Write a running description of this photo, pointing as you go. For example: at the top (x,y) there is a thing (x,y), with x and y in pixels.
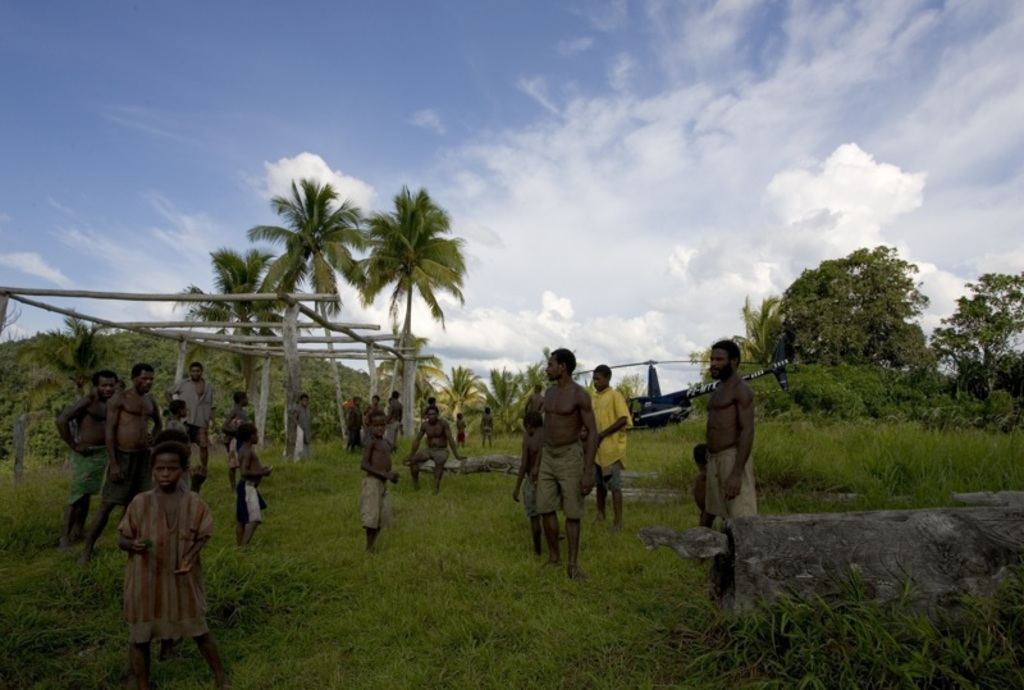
In the image there are few african men (81,456) and kids (526,442) standing on the grassland (411,591), in the back (646,411) there is a helicopter (660,405) and trees (847,361) all over the place and above its sky (481,157) with clouds (750,155).
